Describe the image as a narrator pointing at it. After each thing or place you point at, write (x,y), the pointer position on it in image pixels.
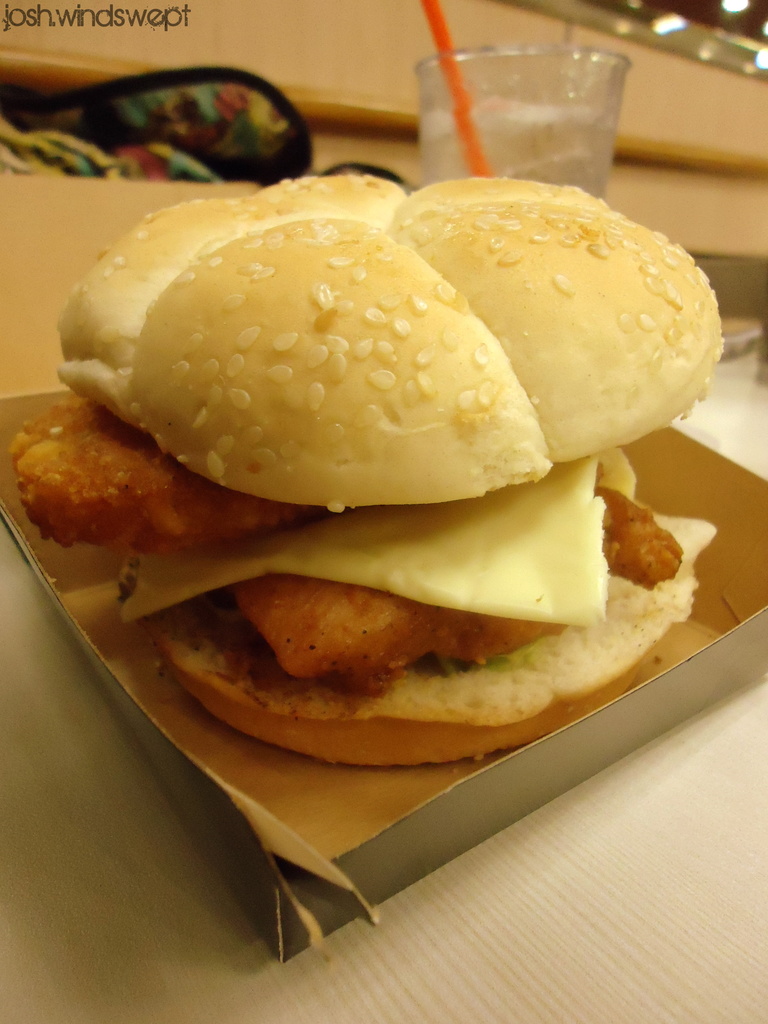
In this picture, we see a pastry box (472,759) containing burger (332,670) is placed on the white table (610,855). Behind that, we see a water glass (516,101) and a straw (443,56). On the left side (76,103), we see a cloth (38,121) or a bag (68,125) in black, green and yellow color. In the background (395,46), we see a white wall (752,105).
